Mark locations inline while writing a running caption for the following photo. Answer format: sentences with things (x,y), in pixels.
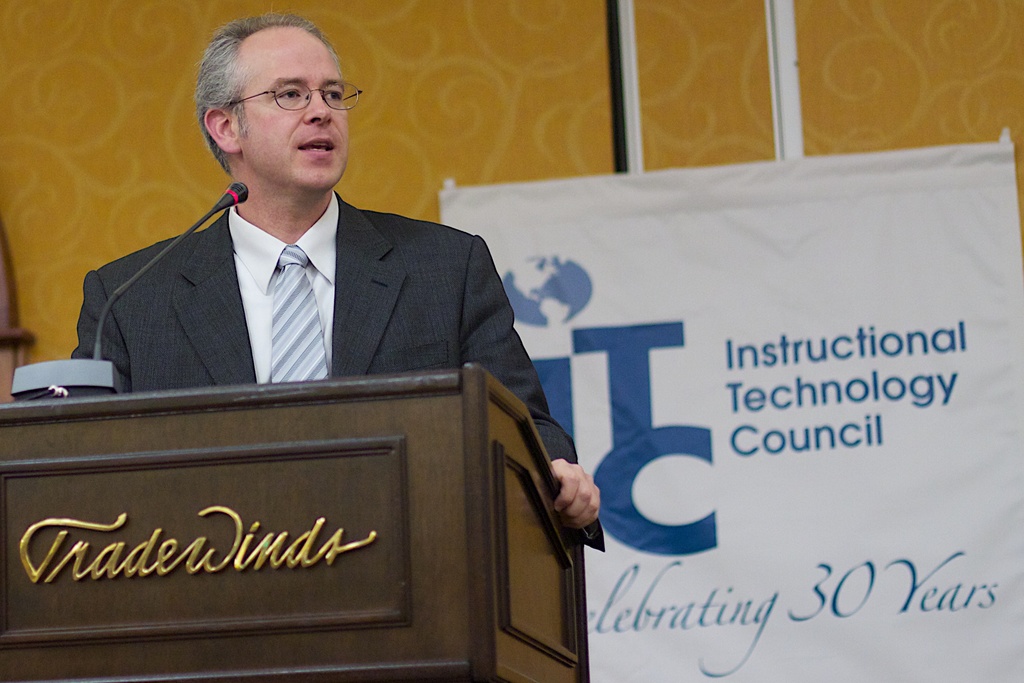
In this image we can see a person (367,302) wearing black color suit (372,319) standing behind the wooden block (338,568) which is of brown color on which there is microphone (43,394) and at the background of the image (403,115) there is yellow color sheet (445,114) and white color banner (720,473).
